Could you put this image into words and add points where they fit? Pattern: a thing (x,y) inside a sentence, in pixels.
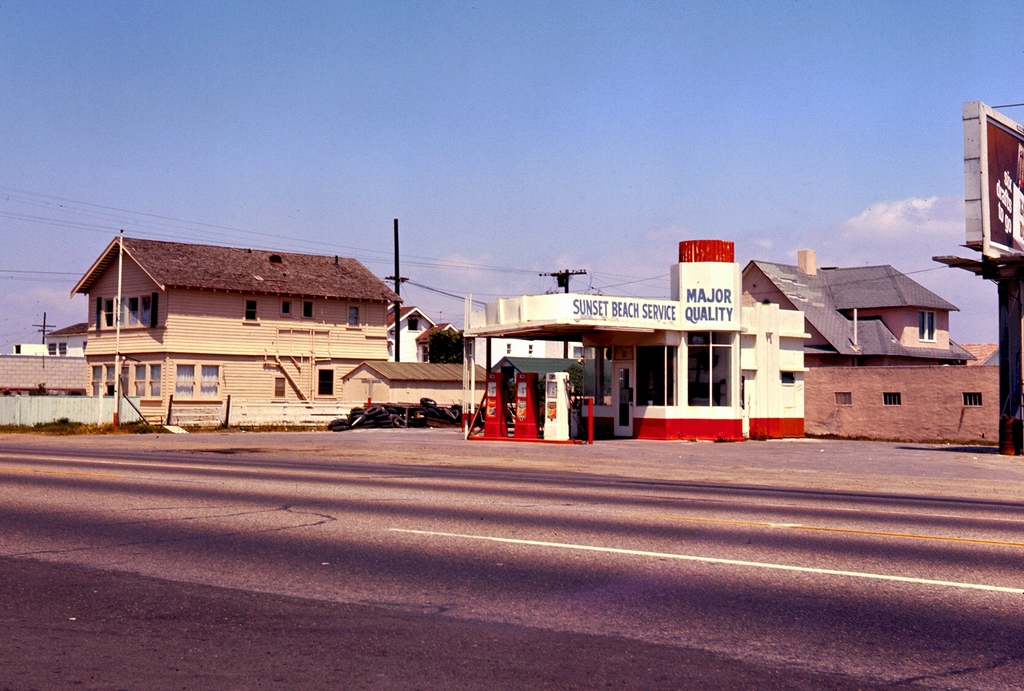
In this image there is a road (839,523), in the background (755,392) there is a gas station (585,420), houses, current poles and the sky (380,123).
